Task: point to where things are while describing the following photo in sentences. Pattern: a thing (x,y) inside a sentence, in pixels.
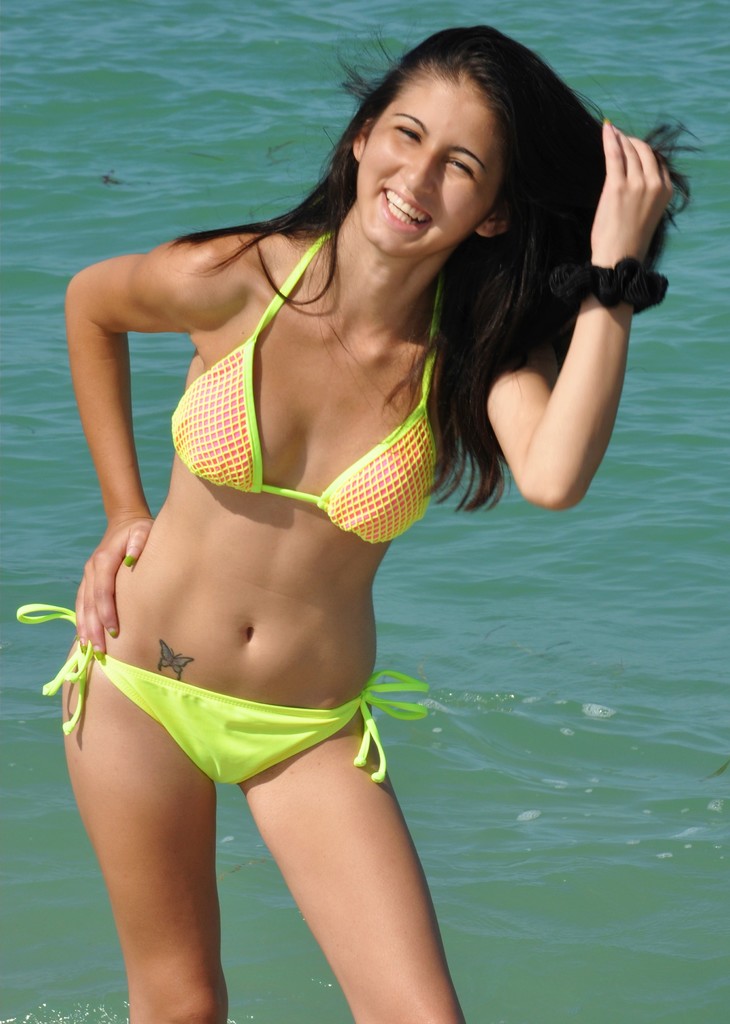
This picture shows a woman (299,383) standing in the water (280,184) with a smile on her face (386,253).
